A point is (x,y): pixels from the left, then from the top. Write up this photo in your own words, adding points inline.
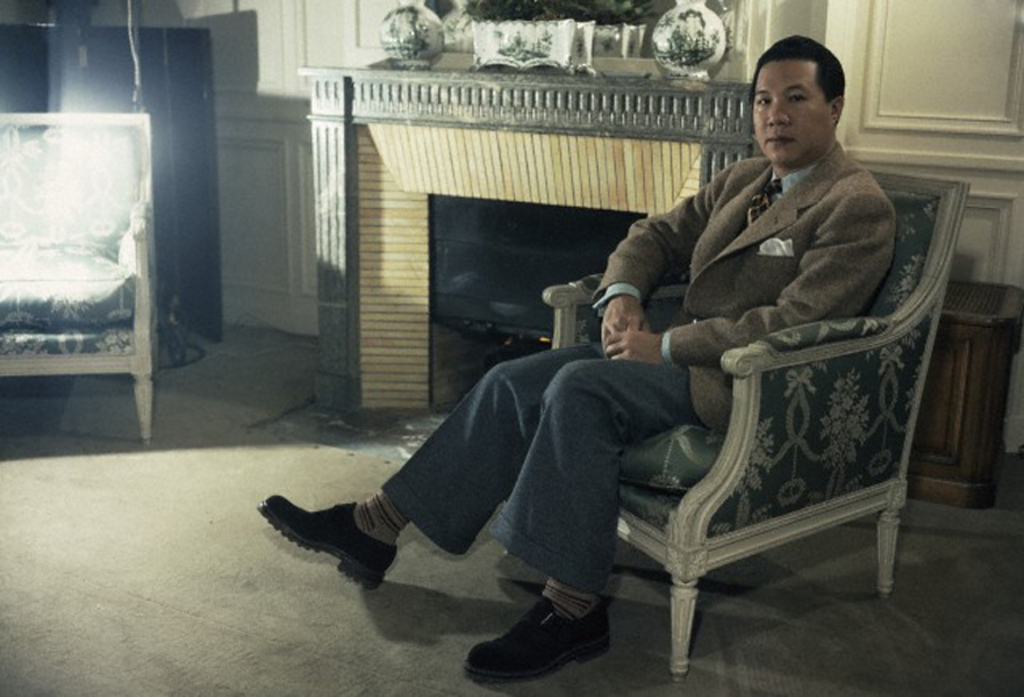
In this image the man (667,366) is sitting on the chair (829,488) at the back side (388,115) we can see a fireplace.
